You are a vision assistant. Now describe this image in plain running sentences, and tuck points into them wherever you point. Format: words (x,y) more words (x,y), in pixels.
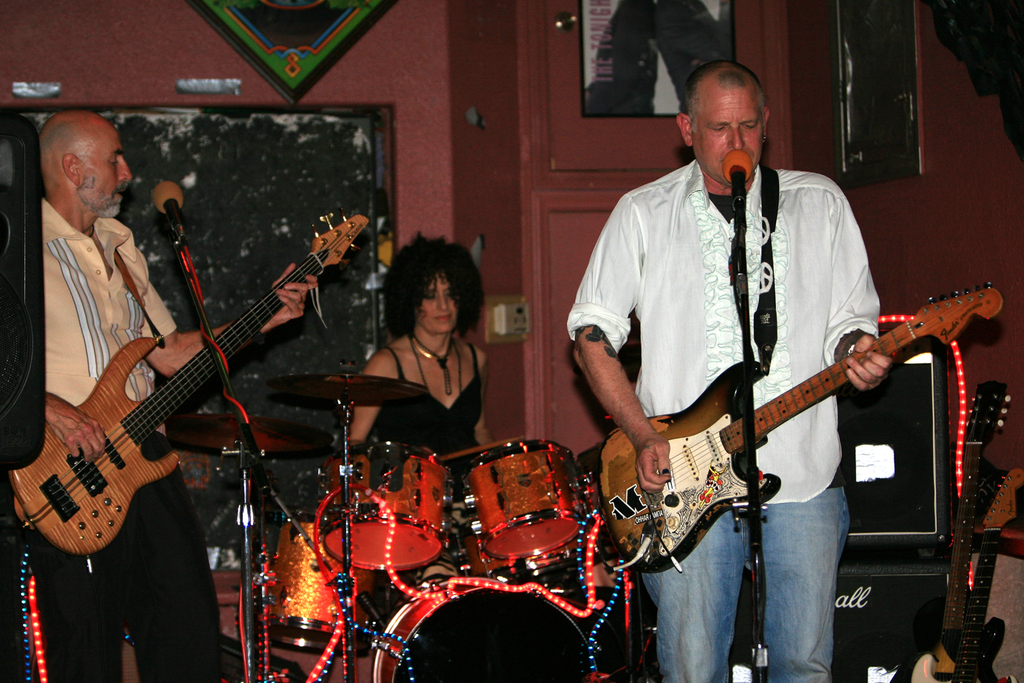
In this image i can see 2 men (652,346) standing and holding guitar (54,542) in their hands (99,436), I can see microphones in front of them. In the background (426,312) i can see a woman (401,378) sitting in front of a musical system (471,519), the wall (419,81) and few photo frames (279,40).
